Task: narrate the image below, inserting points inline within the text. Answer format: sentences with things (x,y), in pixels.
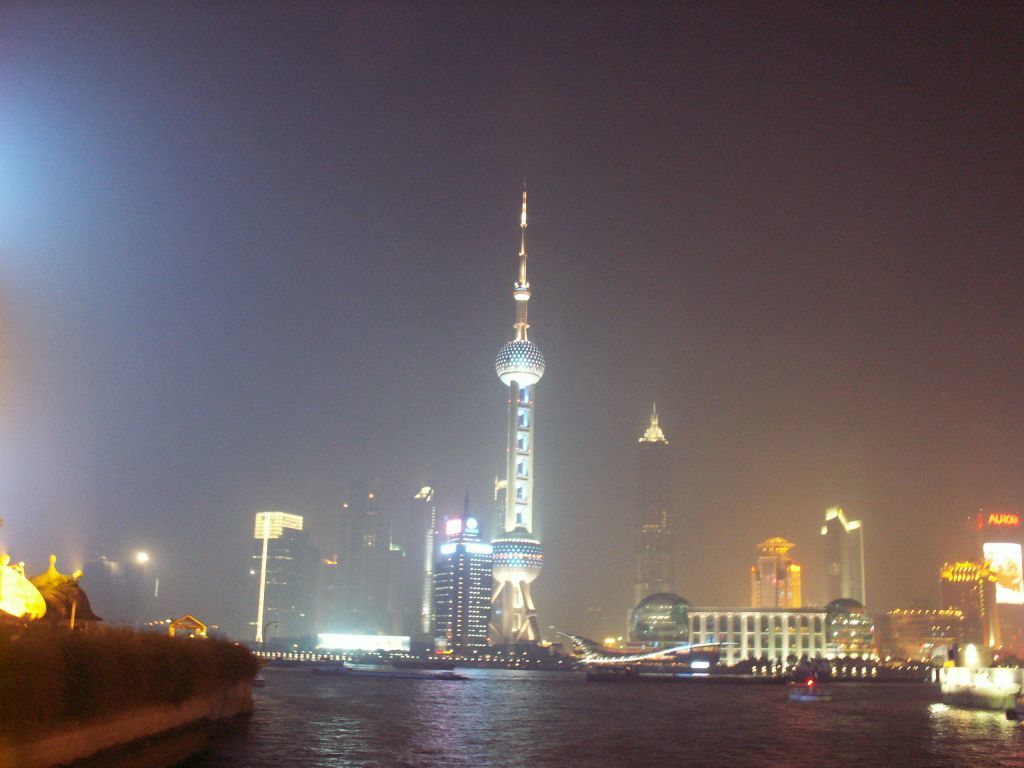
In this image, we can see buildings (965,601), towers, lights (1011,589), plants (60,690), boats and water (517,734). In the background (751,397), there is the sky (563,333).
